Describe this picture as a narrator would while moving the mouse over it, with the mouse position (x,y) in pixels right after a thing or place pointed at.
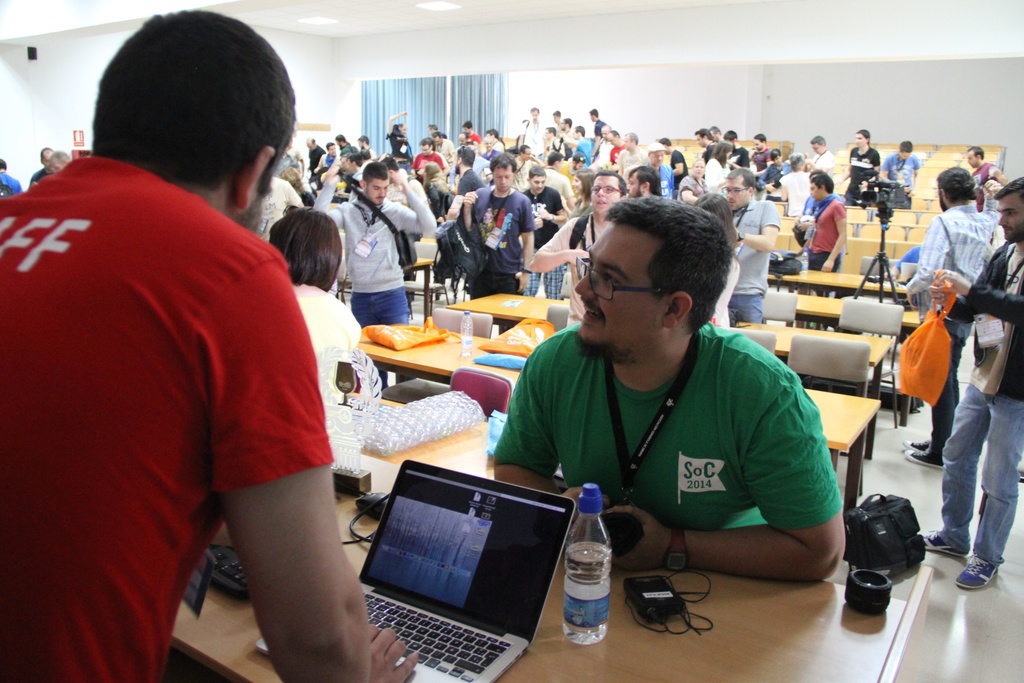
In the image we can see group of persons (549,341) were sitting and standing around the table (833,434). On table (429,360) we can see plastic covers (410,340), laptop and water bottle (468,334). In the front (215,500) we can see one man (234,443) standing and working on laptop (488,567). In the background (561,95) there is a wall (892,109), curtain (472,95) etc.
